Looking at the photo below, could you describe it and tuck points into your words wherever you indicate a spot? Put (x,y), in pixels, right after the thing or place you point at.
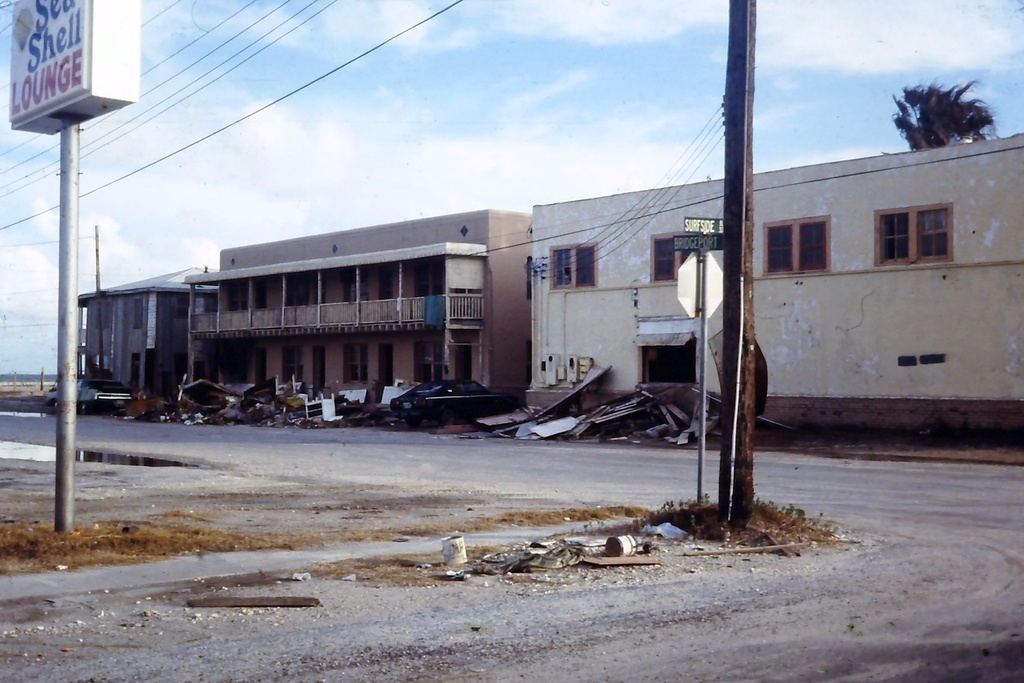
In this picture we can see two poles (738,380) in the front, on the left side (67,94) there is a board (84,81), in the background (872,198) there are buildings (664,259) and a tree (968,122), there is a car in the middle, we can see the sky (28,156) and wires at the top of the picture (320,50).
